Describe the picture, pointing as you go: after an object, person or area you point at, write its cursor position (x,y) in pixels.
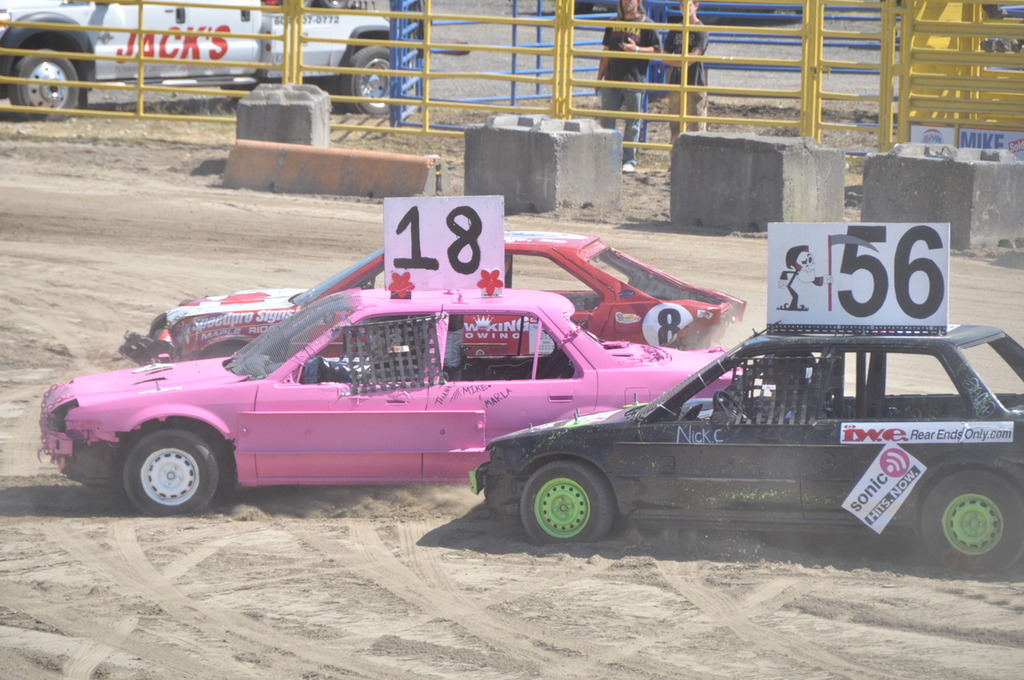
In the image we can see there are vehicles (741,443) of different colors. Here we can see sand (423,543), fence (612,112) and there are two people (624,68) standing, wearing clothes (618,99). Here we can see the board (791,278) and the text (880,268).
